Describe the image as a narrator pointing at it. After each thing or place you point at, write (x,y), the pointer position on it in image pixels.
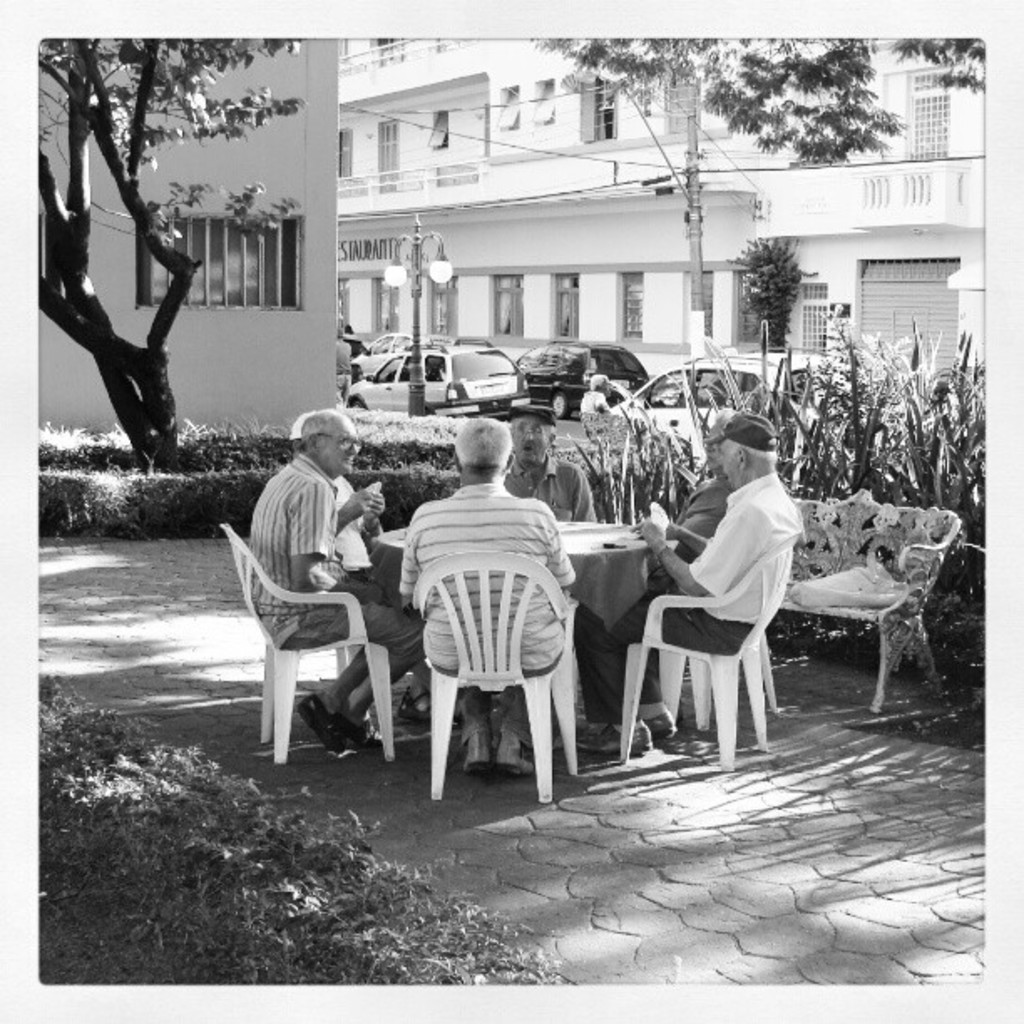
Here we can see a group of people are sitting on the chairs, and in front (641,537) here is the table (620,527), and at side here is the bench (842,524), and here are the trees (616,44), and here are the cars (721,372) on the road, and here is the building (553,131).
